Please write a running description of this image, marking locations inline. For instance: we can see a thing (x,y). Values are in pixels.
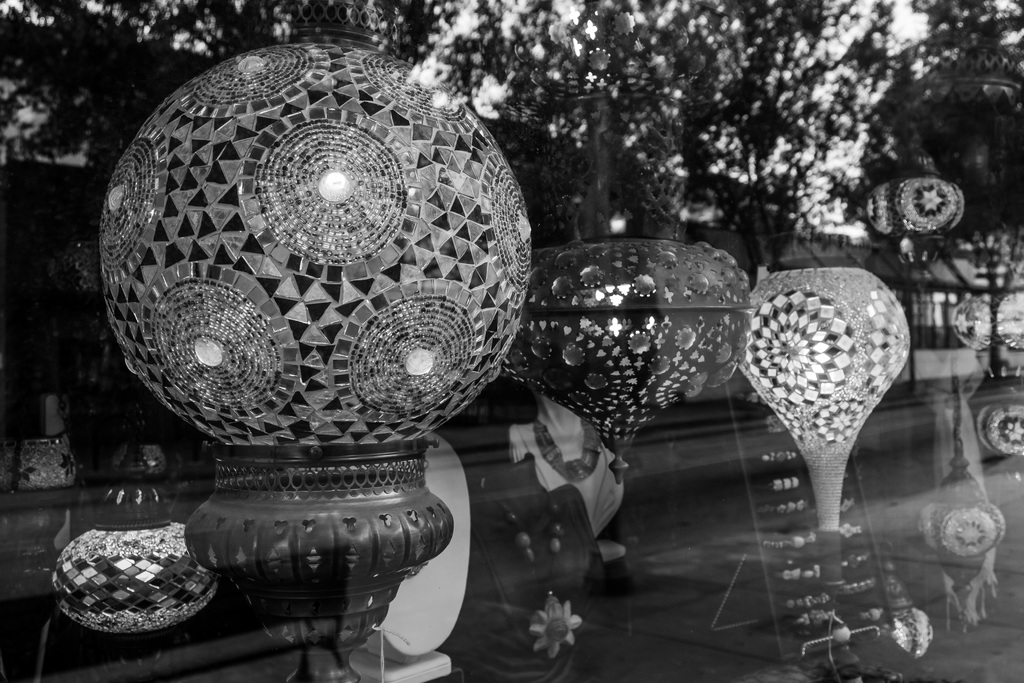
In this image there is a glass (516,355) through which we can see there are some glowing decorative items (615,325) and a few other items (528,517) and we can see the reflection (629,96) of the trees (717,111) in the glass (539,186).
